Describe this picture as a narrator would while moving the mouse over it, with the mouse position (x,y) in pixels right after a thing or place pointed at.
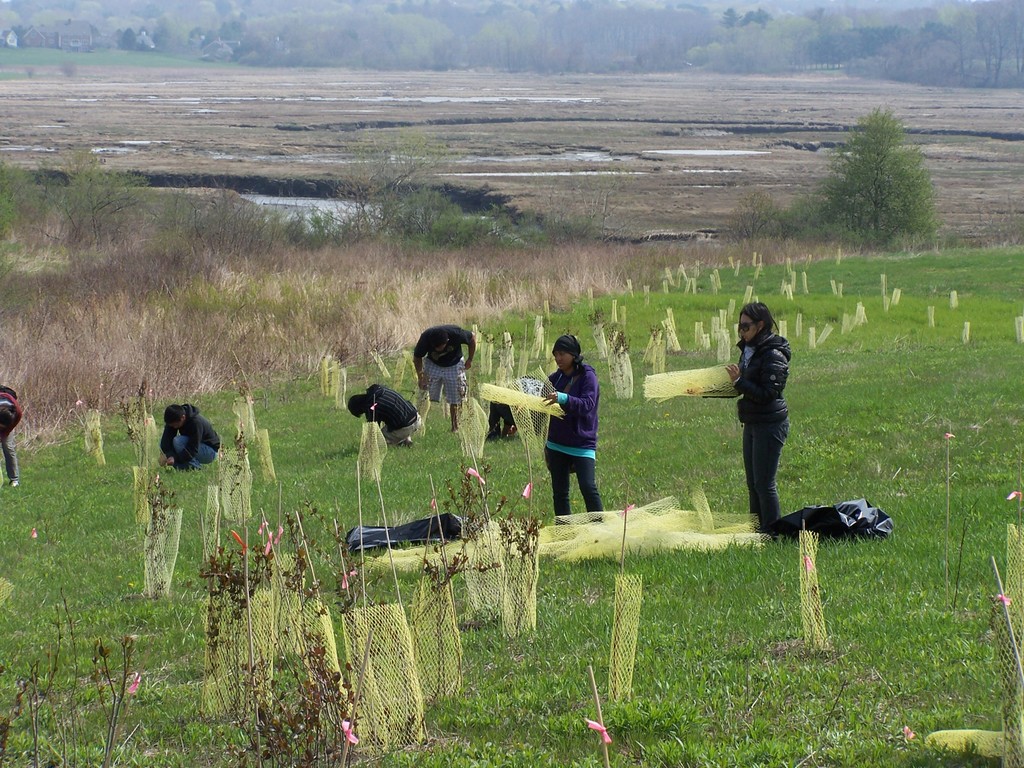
There are persons (763,380), two of them are holding nets (526,406) and standing and remaining working, on the grass (109,531) on the ground (731,471), on which, there are plants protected with nets (164,545). In the background (65,320), there is dry grass (42,328), plants (745,229), dry land (291,121), water (312,212) and there are trees (765,44).
